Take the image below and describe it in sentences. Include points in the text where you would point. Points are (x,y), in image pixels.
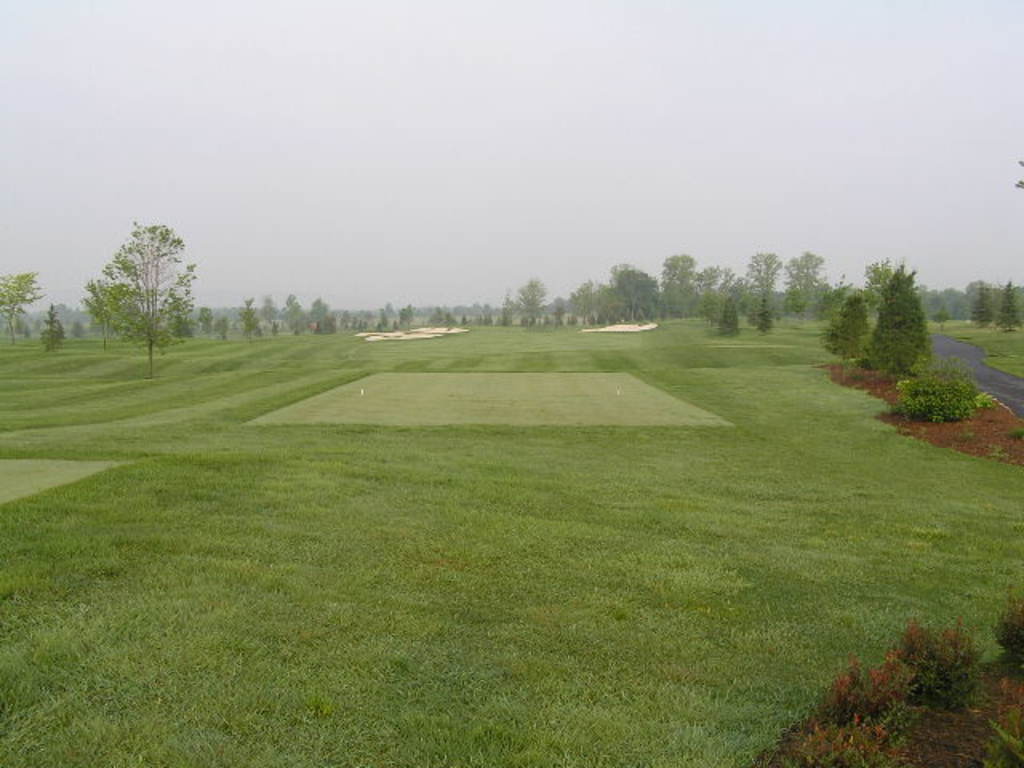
In this image at the bottom (494,595), there is grass (561,514). In the middle (677,301) there are trees (659,303), plants (944,410) and road (970,350). At the top (532,142) there is sky (532,142).
